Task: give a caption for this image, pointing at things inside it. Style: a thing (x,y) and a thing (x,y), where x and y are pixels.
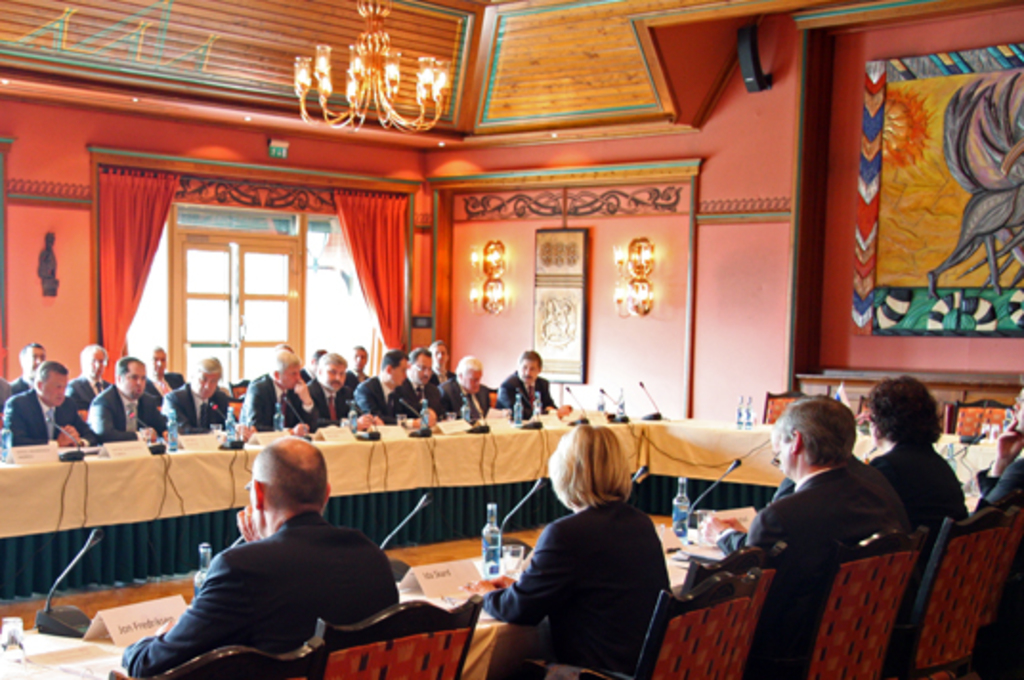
In this image there are group of people (791,544) sitting on the chair (383,657). On the table (427,570) there is a mic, bottle (489,551) and a glass (519,551). At the back side (712,284) there is a wall (731,285) and light (617,254).
